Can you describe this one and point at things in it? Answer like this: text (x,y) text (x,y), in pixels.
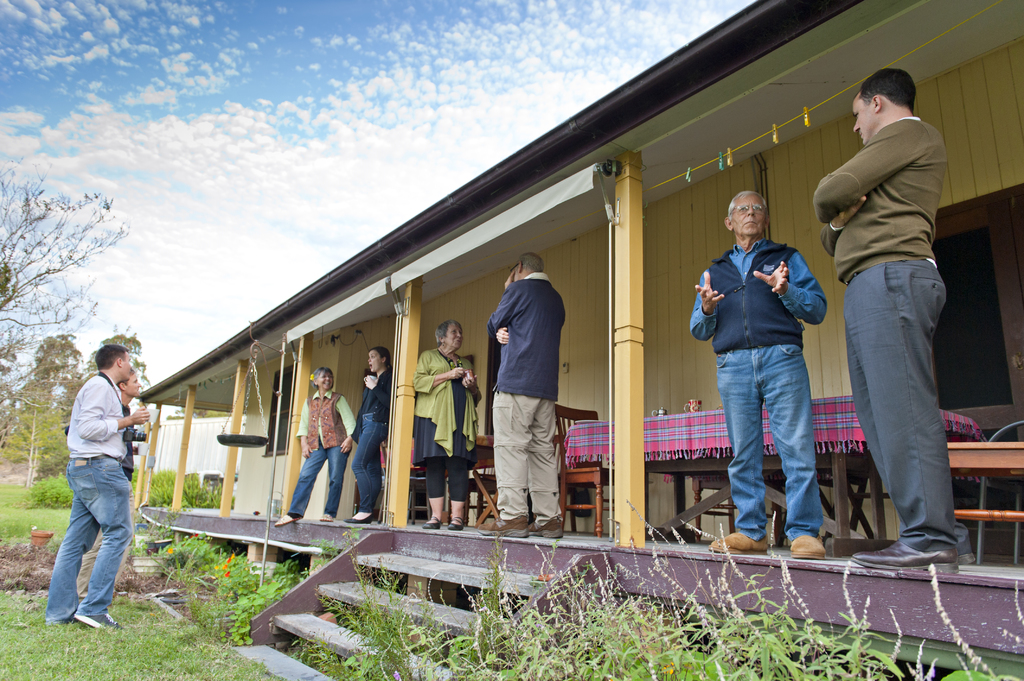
In this image we can see a few people (104,363), among them, one person (112,390) is wearing the camera (129,428) and also we can see a house (398,412), there are some chairs (490,512), trees (46,366), plants (438,638), staircase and a table (848,458), on the table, we can see the cloth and cups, in the background (435,156) we can see the sky (384,157) with clouds (392,157).
